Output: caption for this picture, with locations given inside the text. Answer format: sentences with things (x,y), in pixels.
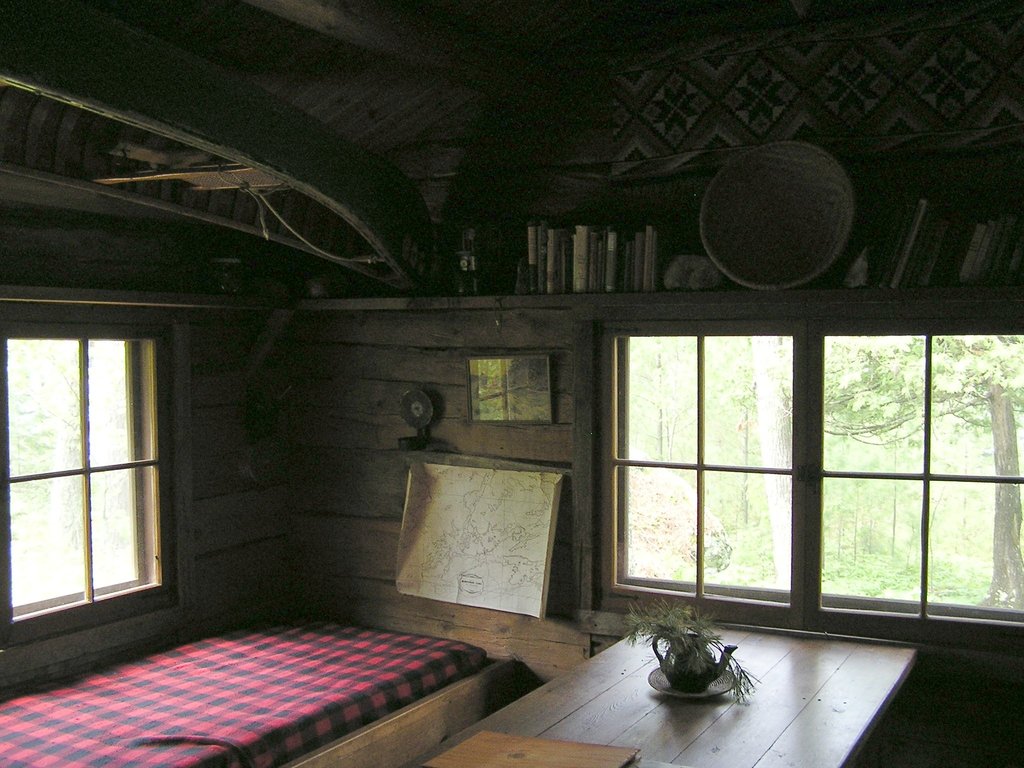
In this picture I can see an inner view of a house (347,532). Here I can see a bed (255,695). On the right side (698,706) I can see a table (698,706) which has some objects (695,689) on it. In the background (753,334) I can see windows (696,452), some objects (488,526) on the wall (660,260) and trees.
